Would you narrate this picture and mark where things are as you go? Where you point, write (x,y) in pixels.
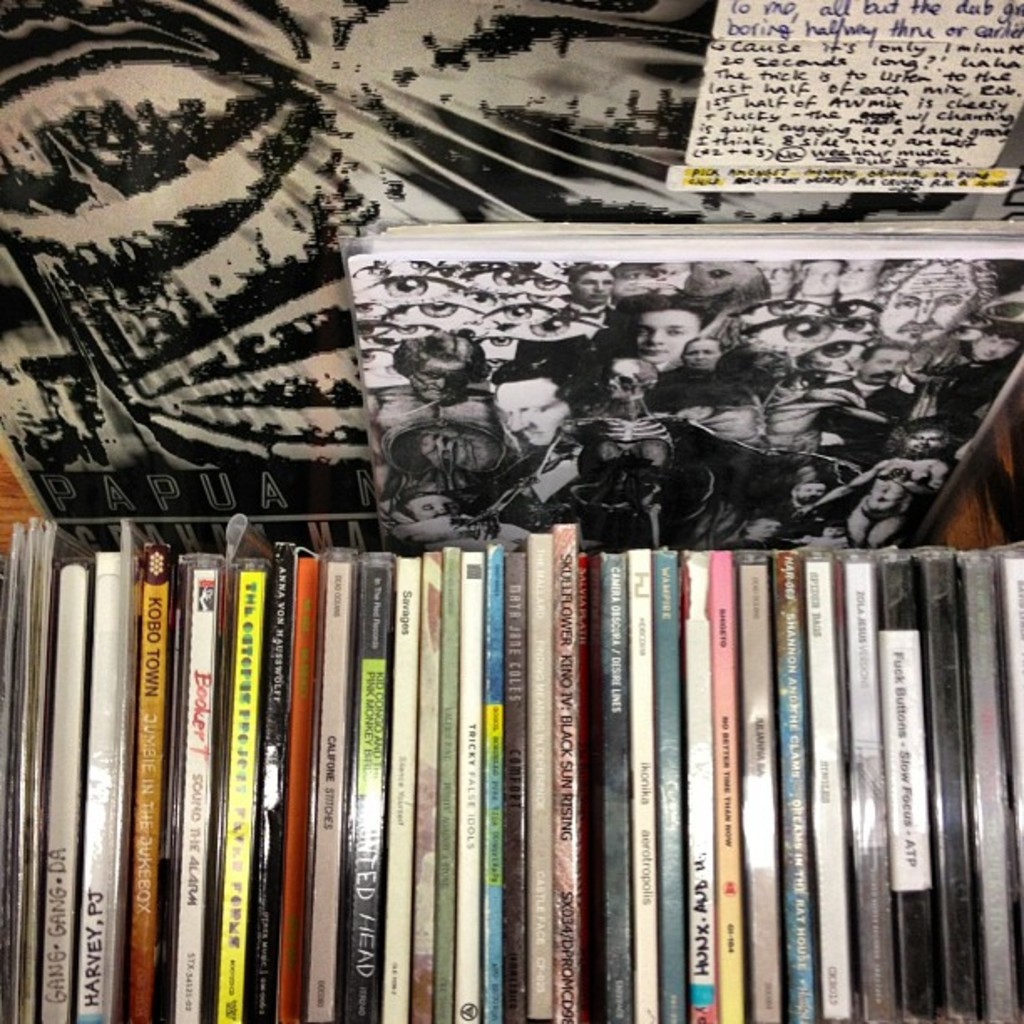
In this image I can see a CDs (616,692) in the rack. Back I can see white and black color board (770,305). I can see a paper (812,98) and something is written on it.
